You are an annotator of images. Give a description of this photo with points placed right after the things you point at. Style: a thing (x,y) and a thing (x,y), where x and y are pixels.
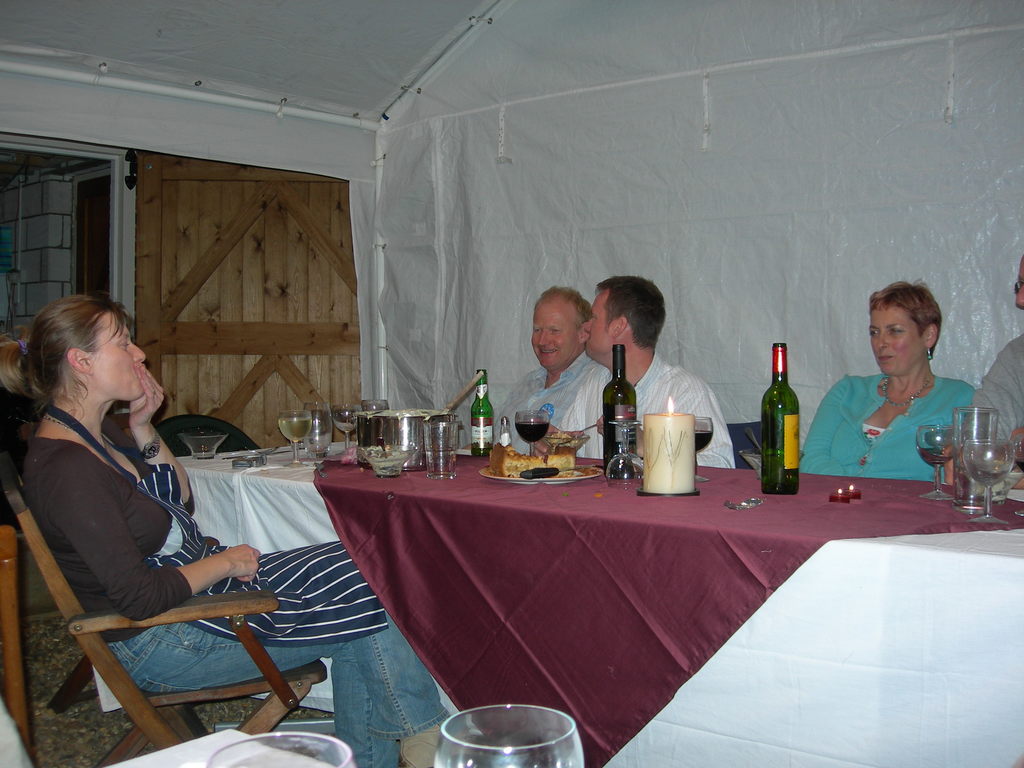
In this picture there are few people (165,563) sitting on chairs (92,640) at the table (542,531). On the table (572,501) there are bottles (787,418), glasses (280,429), plates (557,475), food (531,460), candles (666,458) and a bowl (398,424). There is a cloth (608,608) spread on the table (800,594). In the background (536,210) there is wall (324,157) and a door (213,257).
